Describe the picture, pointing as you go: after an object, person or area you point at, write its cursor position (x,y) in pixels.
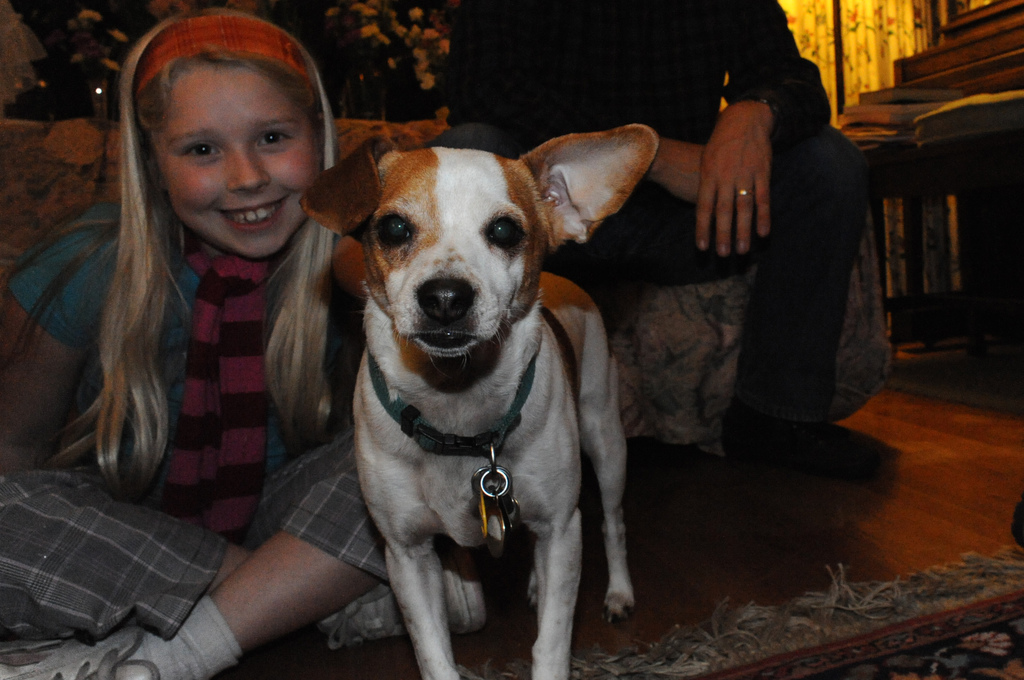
In the left side (201,52) a girl (250,384) is sitting on the floor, in the middle (447,415) it is a dog (377,336) which is in white and brown color. In the right side (733,201) a person (733,201) is sitting on the sofa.
